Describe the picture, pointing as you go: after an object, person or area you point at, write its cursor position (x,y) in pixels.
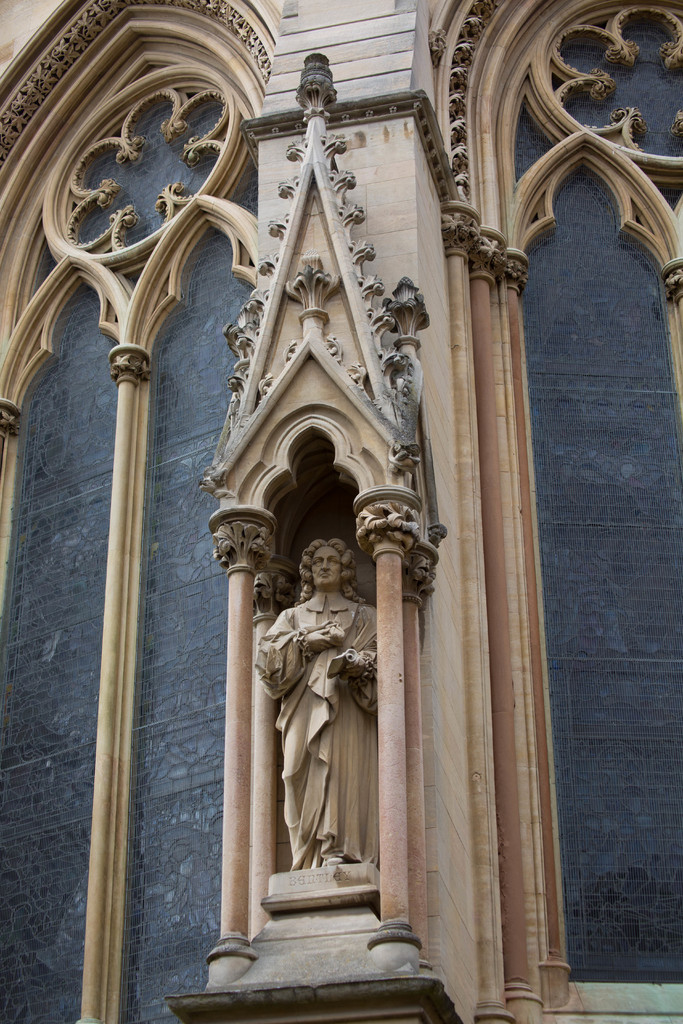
This is a picture of a building (509,511) where we can see a statue structure (306,718) and to the right (615,369) and left side of the image (73,491) we can see glass (77,702).
